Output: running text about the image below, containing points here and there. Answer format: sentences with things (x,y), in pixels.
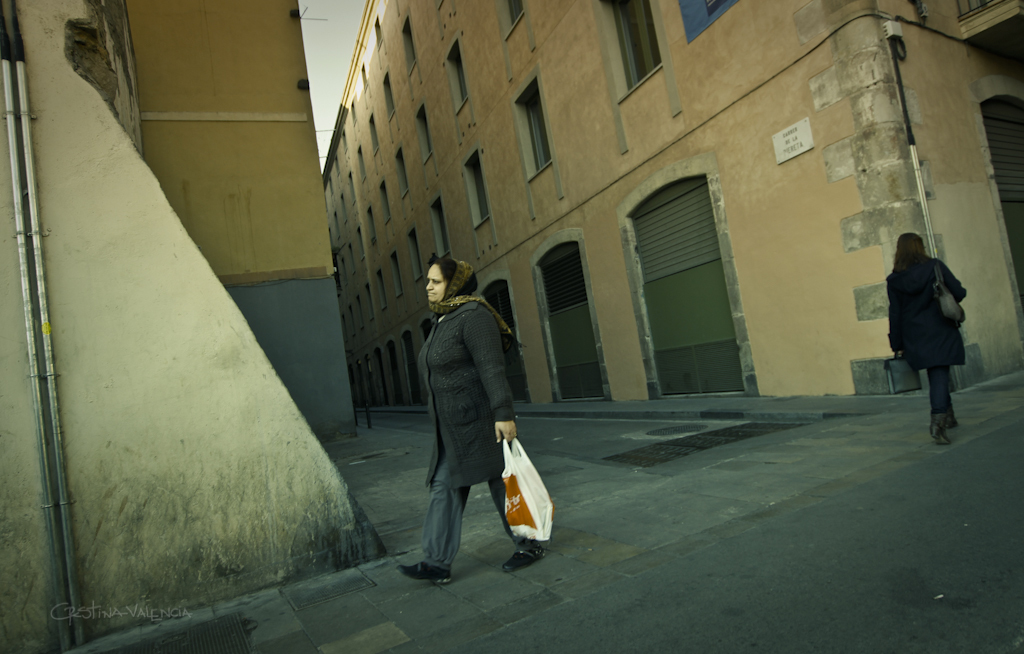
In this picture, there are building (393,350) on either side of the road (657,430) which is in the center (402,429). In the center (511,331), there is a woman (492,366) wearing black jacket (489,357), scarf (447,309) and holding a plastic bag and she is walking on the footpath (594,570). At the bottom (834,623), there is another road (872,569). Towards the right (912,349), there is another woman (939,410) carrying a bag (956,301) and holding another bag (918,373).
